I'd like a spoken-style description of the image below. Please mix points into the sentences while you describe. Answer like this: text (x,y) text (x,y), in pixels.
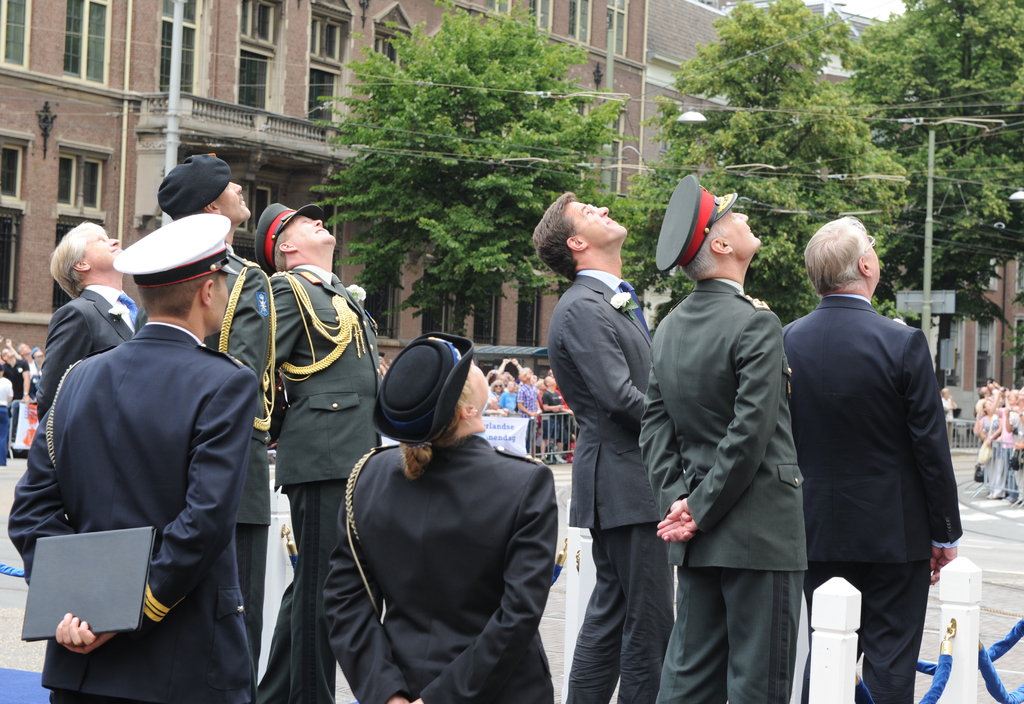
In this image, we can see a group of people (497,535) are standing. Few are wearing caps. Left side of the image (169,571), we can see a person (164,571) is holding some object (75,603). Background (1017,569) we can see poles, barricade (559,443), banners (493,441), few people (4,428), buildings (17,257), railings (200,112), walls (124,219), trees (986,169) and road (1008,585).
